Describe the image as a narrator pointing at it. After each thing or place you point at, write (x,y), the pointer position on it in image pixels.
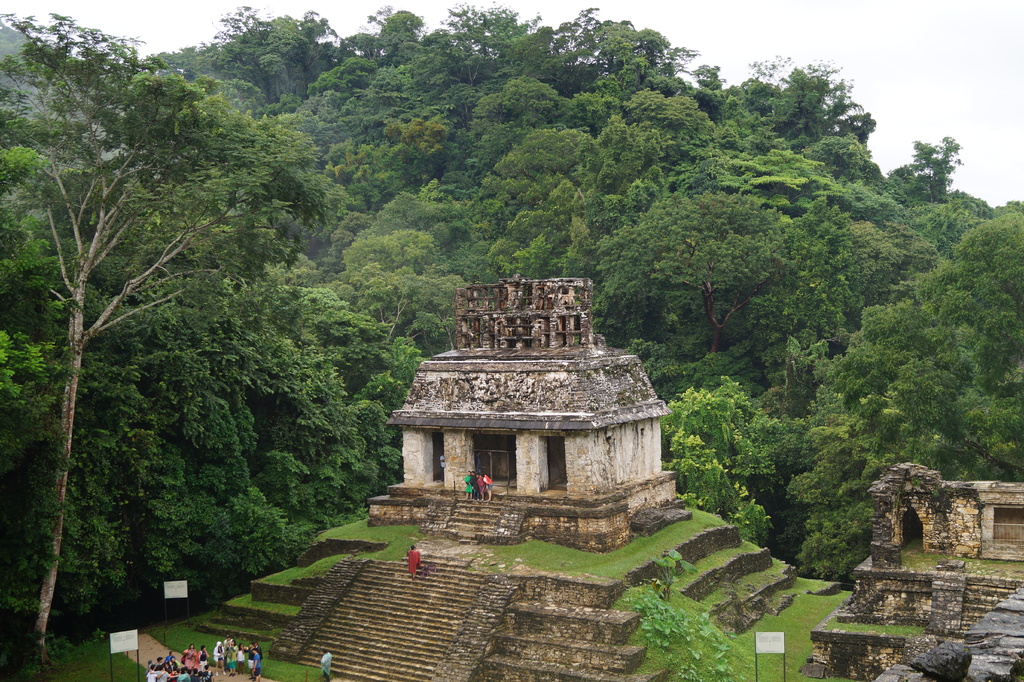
In this image we can see the places (489,441), there are some people (476,495), boards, grass (200,623), plants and trees (766,245). In the background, we can see the sky (1000,18).
